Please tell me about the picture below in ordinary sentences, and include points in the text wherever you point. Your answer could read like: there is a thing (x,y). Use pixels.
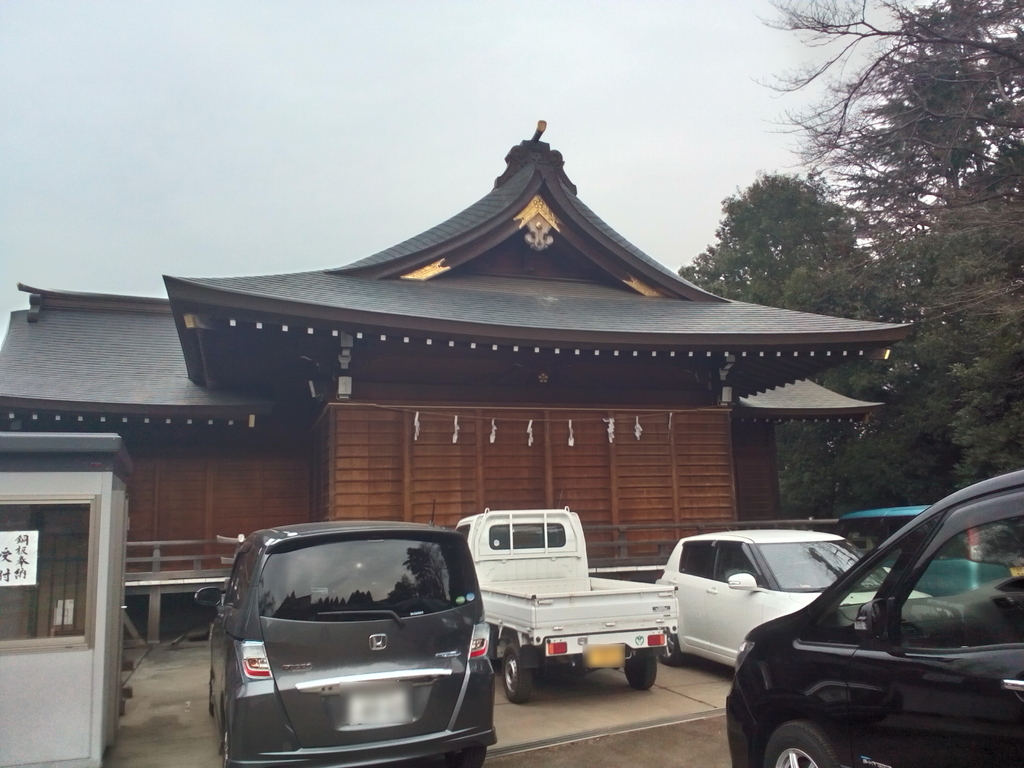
This picture shows a building (818,412) and we see cars (731,627) and a mini truck (544,621) parked and we see trees (825,278) and a cloudy Sky (647,115).
